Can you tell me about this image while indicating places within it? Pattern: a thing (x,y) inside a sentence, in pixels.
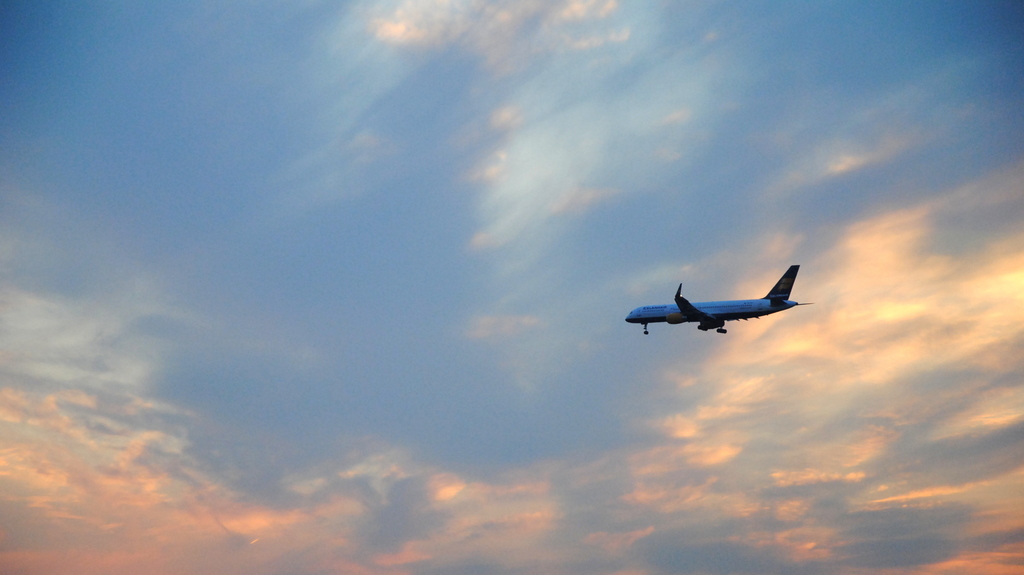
This picture contains an airplane (711,331) which is in white color is flying in the sky (749,346) and in the background (359,405), we see the sky (422,230) which is in blue color. We even see clouds (25,427).
